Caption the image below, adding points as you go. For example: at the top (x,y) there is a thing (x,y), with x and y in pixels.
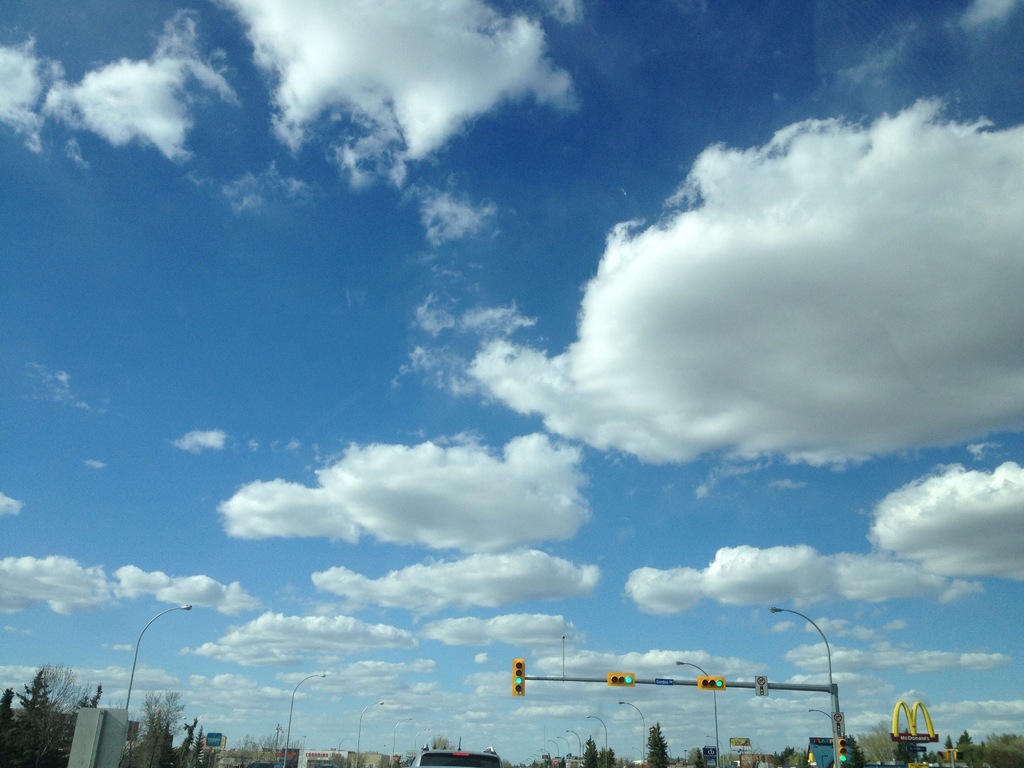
In this image I can see few trees (162,723), light poles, boards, traffic signals (717,677) are attached to the pole (525,681). The sky (541,338) is in blue and white color.
